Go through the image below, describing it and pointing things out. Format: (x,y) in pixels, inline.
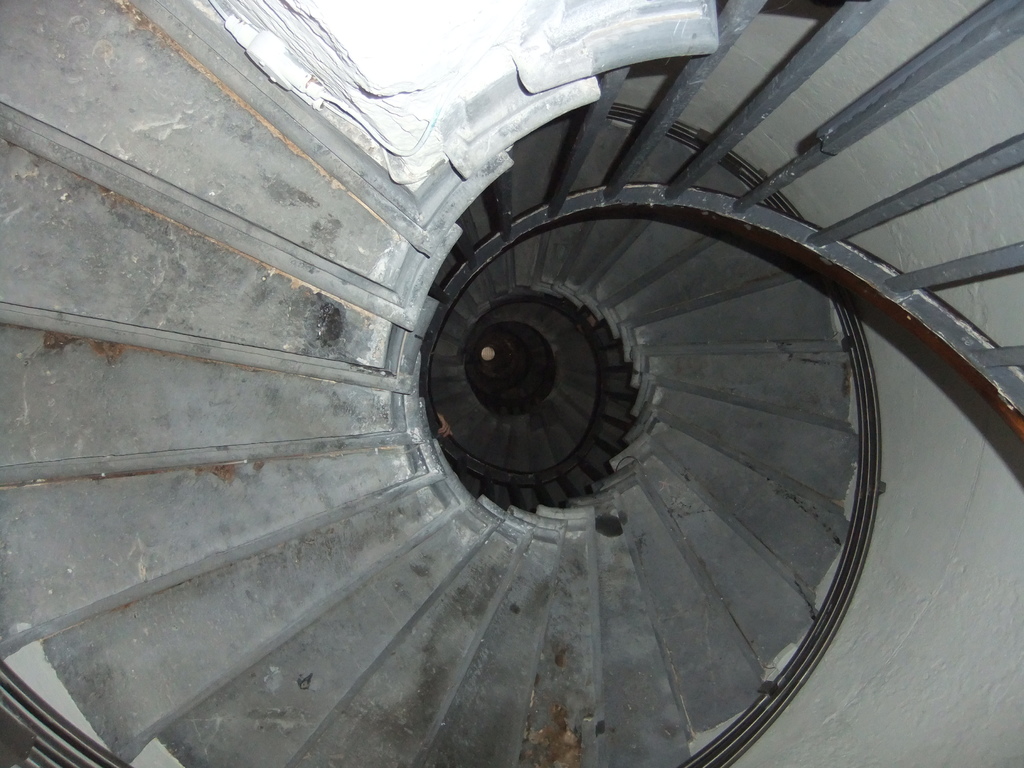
In this picture I can see the stairs (274,546) and railing (1010,365).
